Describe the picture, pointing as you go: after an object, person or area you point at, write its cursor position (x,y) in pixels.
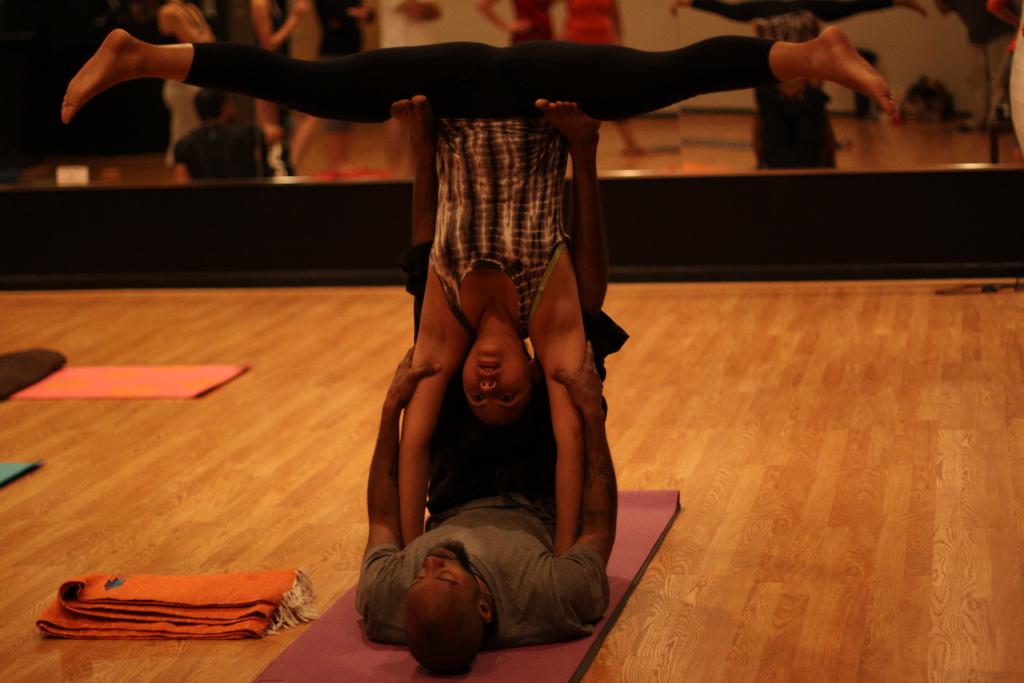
In the center of the image (485,359) we can see two persons (514,493) are doing exercise on the mat (530,659). On the left side of the image (139,584) we can see some objects (151,580). In the background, we can see a few people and a few other objects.
